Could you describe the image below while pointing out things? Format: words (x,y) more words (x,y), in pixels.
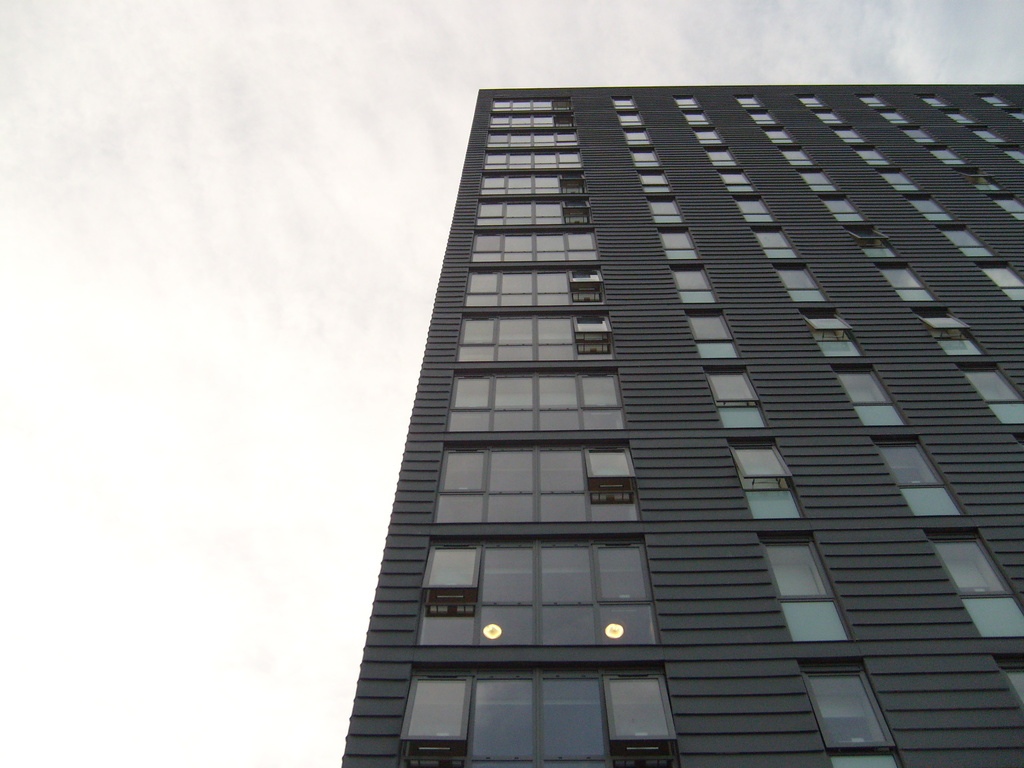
In this image there is a building (520,364). In the background (417,246) there is sky (500,54).
